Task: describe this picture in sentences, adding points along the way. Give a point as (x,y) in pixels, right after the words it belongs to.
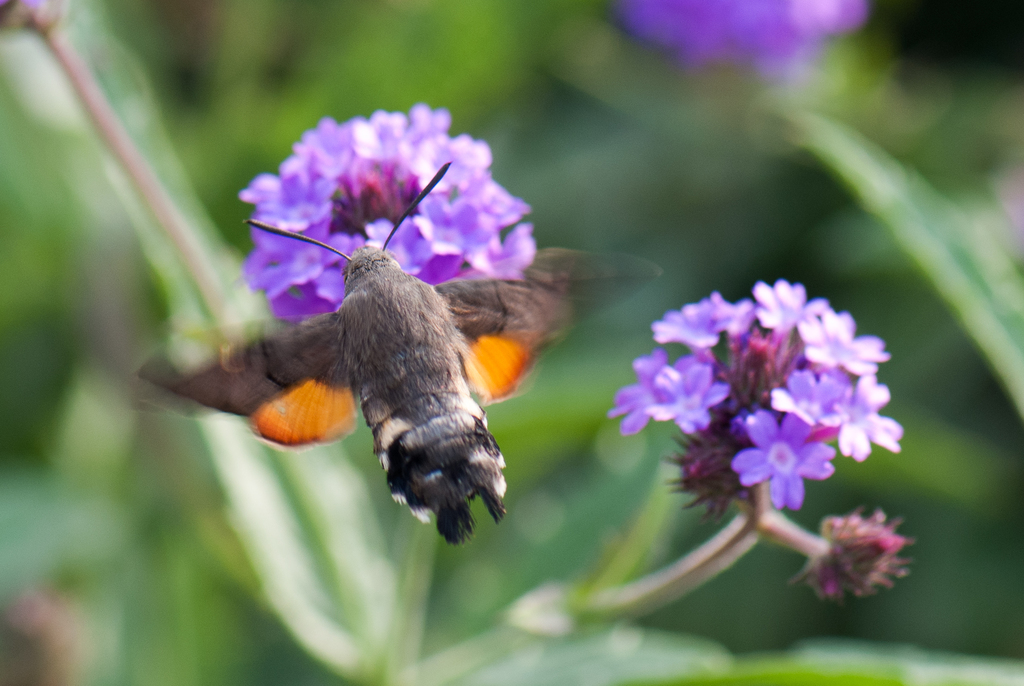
In this image there is like a moth (379,350) and there are few flowers (735,471). The background (358,615) is blurry.
